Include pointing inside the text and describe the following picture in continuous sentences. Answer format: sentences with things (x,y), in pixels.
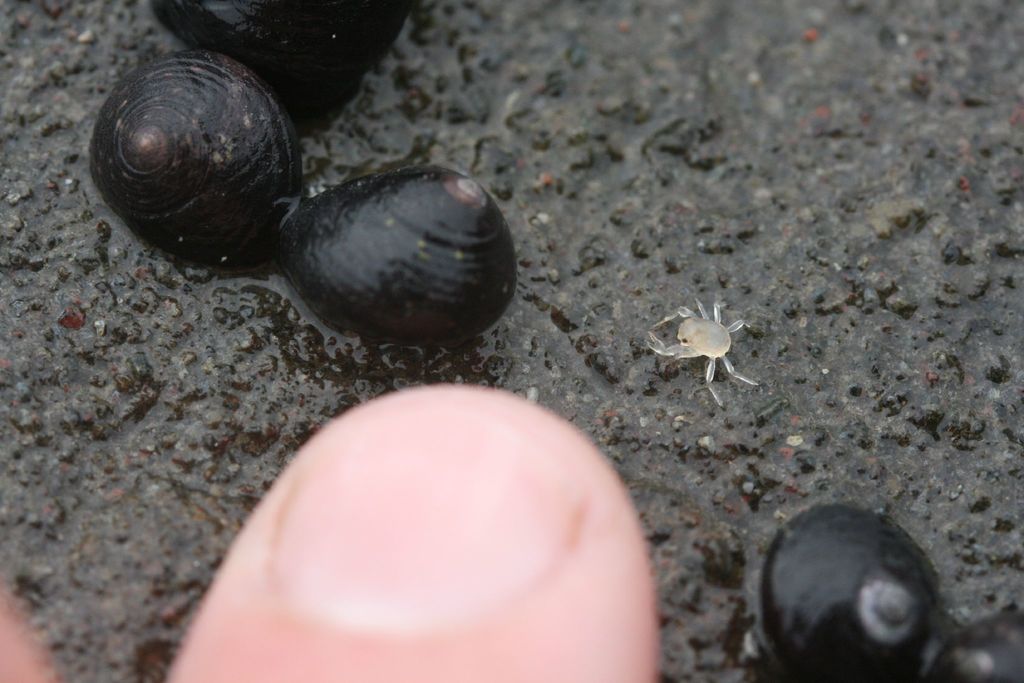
In the picture we can see a surface (974,328) which is wet and on it we can see some shells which are black in color and near it, we can see a person's finger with nail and near it we can see a tiny crab (712,394).
